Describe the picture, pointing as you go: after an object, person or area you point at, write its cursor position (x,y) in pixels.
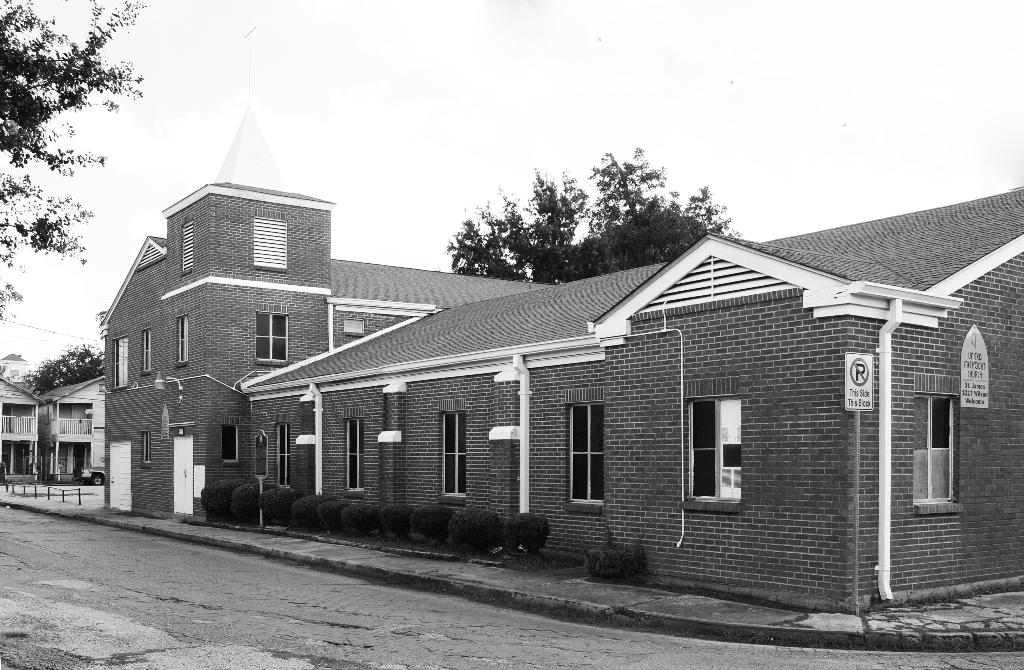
This is a black and white image. In this picture we can see the buildings (295,364), wall (267,366), windows (268,335), roof (517,339), boards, trees (52,386), balconies (91,431), car (99,472), plants (427,519). At the top of the image (470,61) we can see the sky (459,168). At the bottom of the image (245,601) we can see the road (331,608).
